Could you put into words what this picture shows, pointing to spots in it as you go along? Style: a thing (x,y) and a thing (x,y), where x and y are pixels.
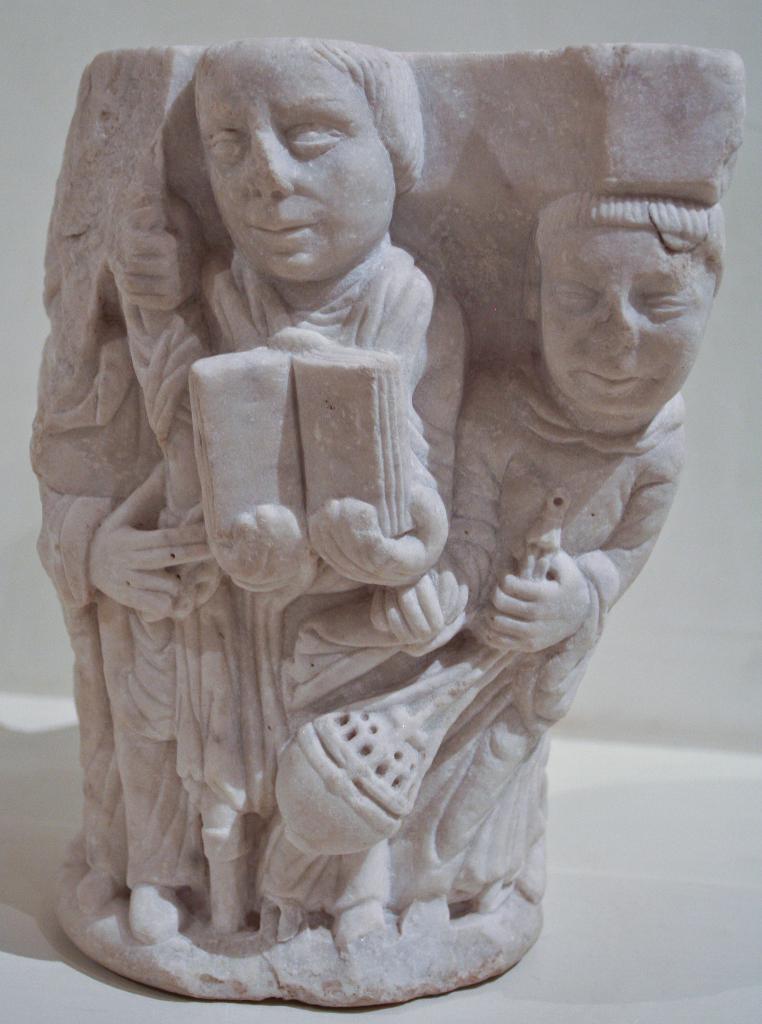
In this picture we can see a sculpture (390,468) in the front (483,504), there is a wall (687,499) in the background (687,499).
